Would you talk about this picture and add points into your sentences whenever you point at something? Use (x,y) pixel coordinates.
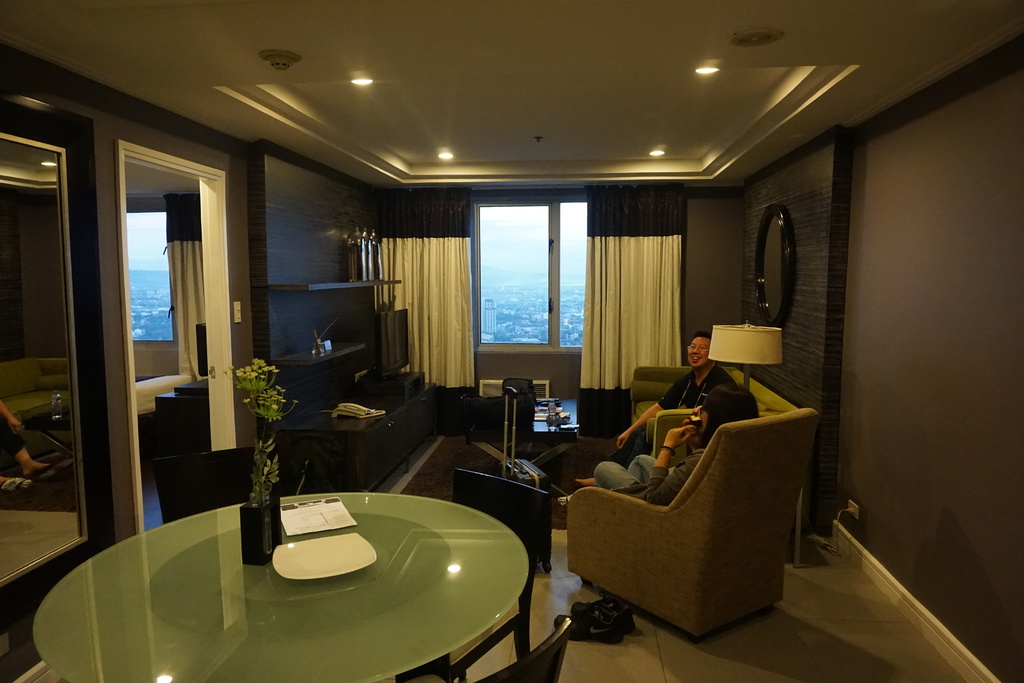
In this picture we can see the inside view of the luxury living room (629,521) in which a woman (675,481) is sitting on the relaxing sofa (690,545), beside her man (689,384) wearing black t-shirt (697,384) is sitting on the sofa (642,379) and smiling towards the camera. In front we can see the cream curtain (590,315) and glass window (503,334). In front (223,651) glass center table (186,641) on which flower pot (280,386) and plate (350,542) is kept. Beside a wooden panel (70,199) a mirror (50,340) is attached to it and some floating shelves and another room (149,372).
